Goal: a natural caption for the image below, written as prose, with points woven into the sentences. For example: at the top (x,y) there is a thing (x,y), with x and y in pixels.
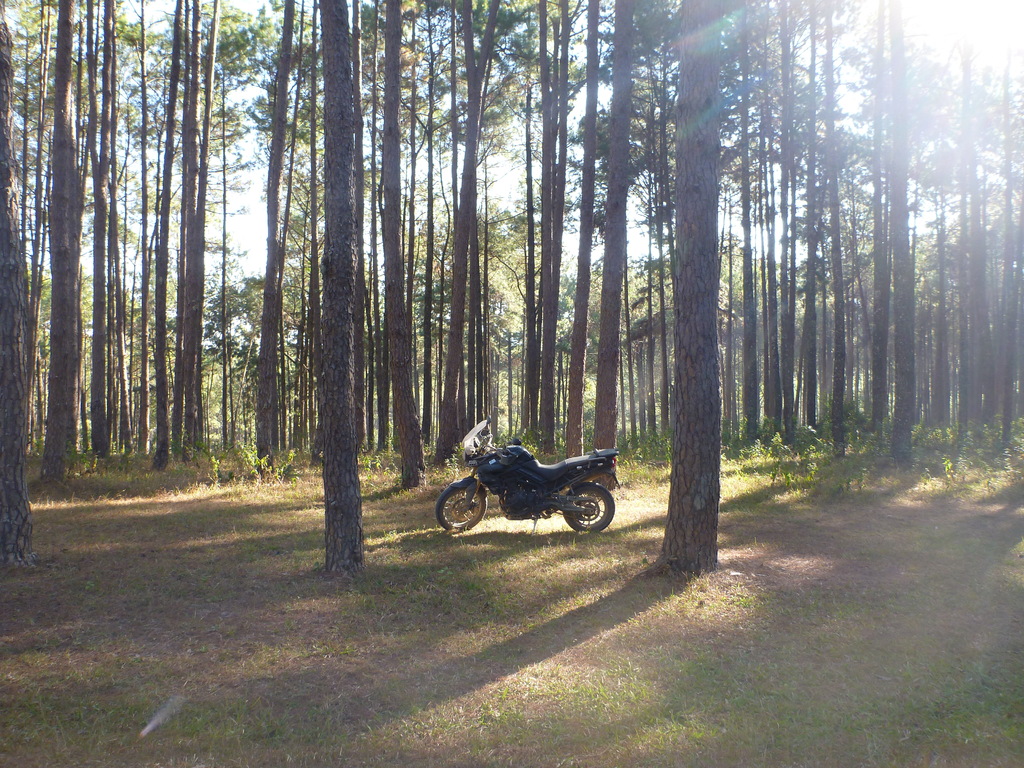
Here we can see a bike (476,477) parked on a side stand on the ground (463,551). In the background (437,209) there are trees (100,335), grass (43,737), plants (1008,473) and sky (126,281).
